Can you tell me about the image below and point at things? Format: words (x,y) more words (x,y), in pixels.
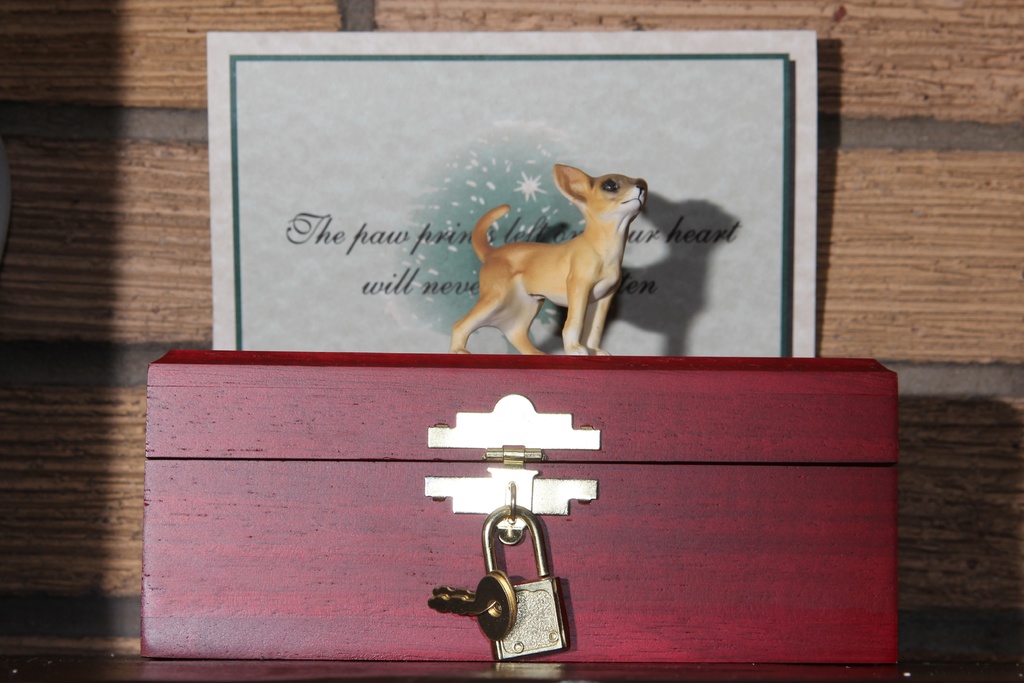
In this image, we can see a toy (587,247) in front of the card (556,111) on the box (622,397) which is locked.
